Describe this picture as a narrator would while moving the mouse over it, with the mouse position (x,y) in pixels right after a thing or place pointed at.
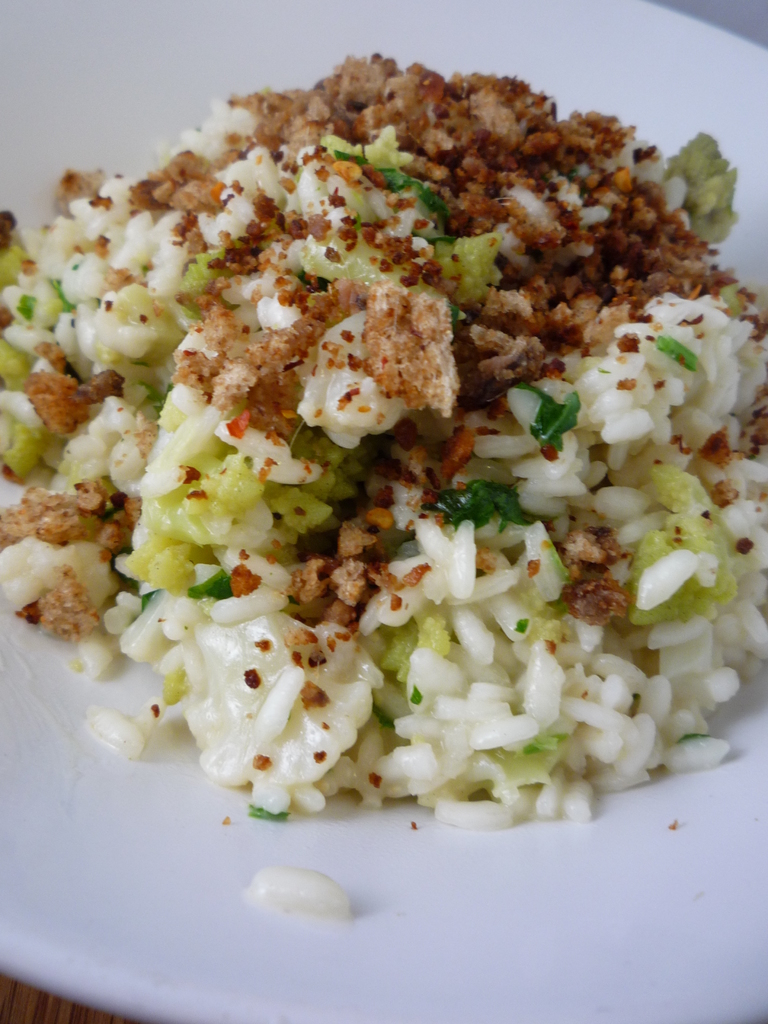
In the image in the center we can see one table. On table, we can see white color plate (249,956). In plate (466,981), we can see some food item (543,379).
